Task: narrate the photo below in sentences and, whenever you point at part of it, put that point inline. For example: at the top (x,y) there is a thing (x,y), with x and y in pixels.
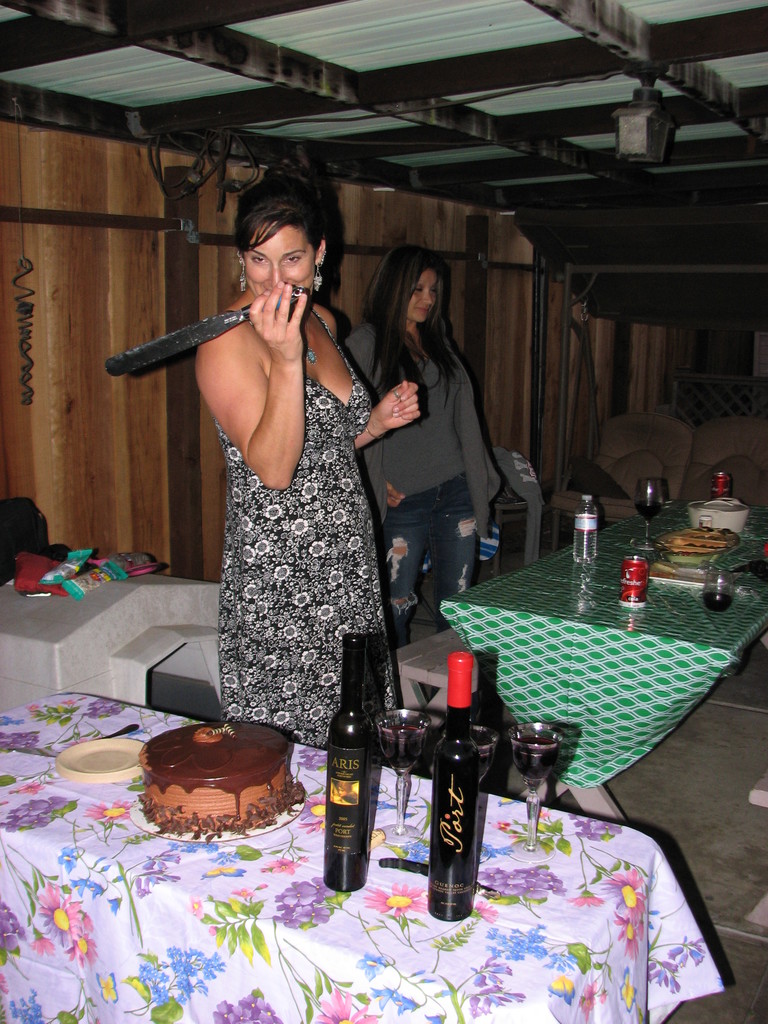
In this image there are two women (264,397) who are standing and there are two tables (566,651) and on that table (283,842) there is one cake (242,779) and bottles (459,757) and glasses (413,761) and some food (698,544) is there on the table (673,527). On the top (380,78) there is one ceiling (284,74) and on the left side (86,209) there is a wooden wall (78,256).
